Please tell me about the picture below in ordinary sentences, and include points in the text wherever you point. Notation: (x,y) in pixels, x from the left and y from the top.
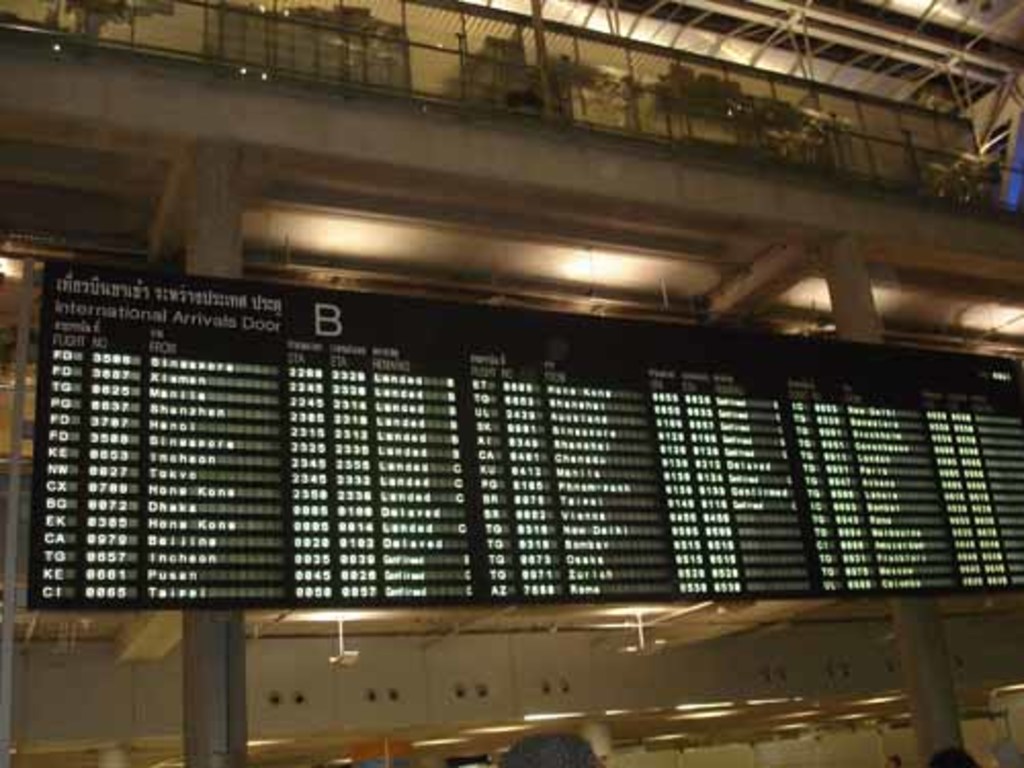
In this image we can see a black color digital board (341,536). Behind building (423,193) is there and pole (916,664) are there.
